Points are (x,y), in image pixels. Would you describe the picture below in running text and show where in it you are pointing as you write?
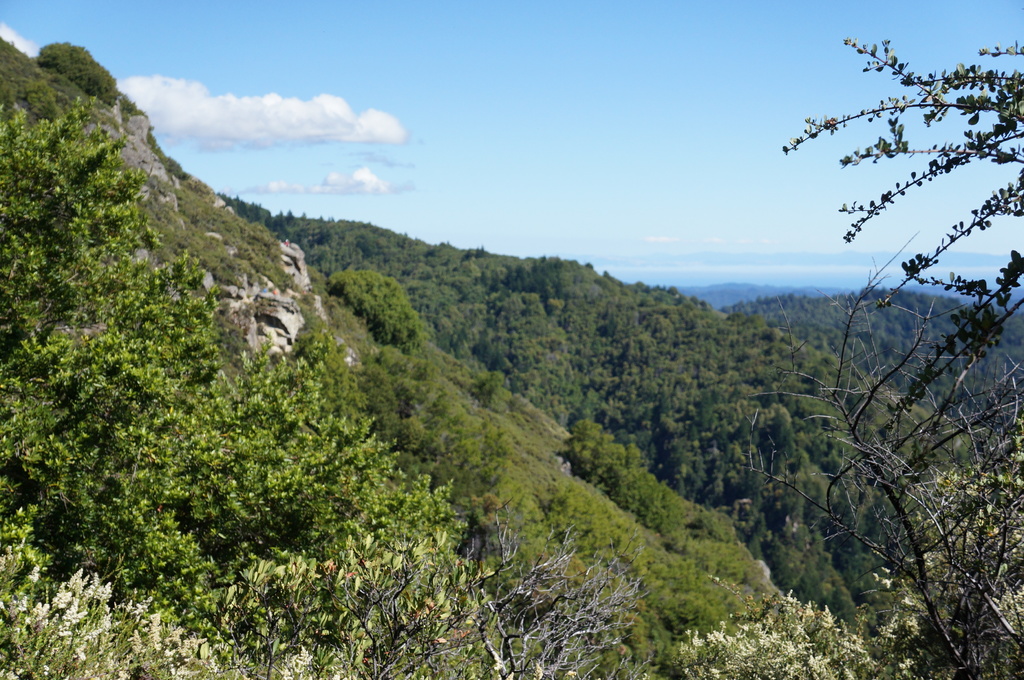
This image is taken outdoors. At the top of the image (349,84) there is a sky (422,102) with clouds (342,122). At the bottom of the image (436,563) there are many trees (561,331) and plants (934,629). On the left side of the image (281,342) there is a rock (258,288).
